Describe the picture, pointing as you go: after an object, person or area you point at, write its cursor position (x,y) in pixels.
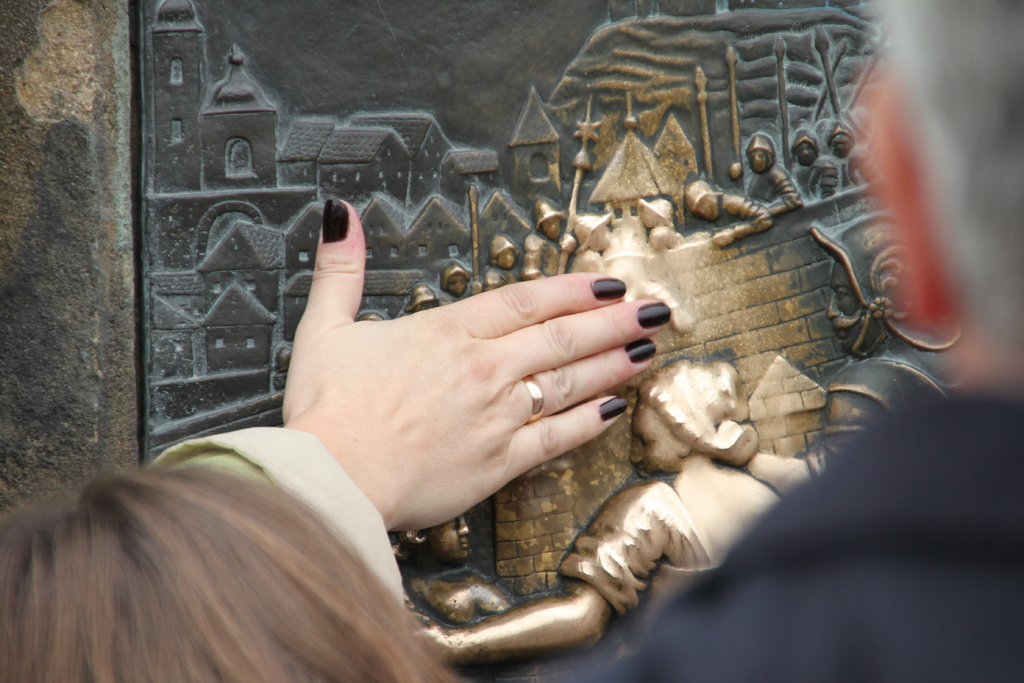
In this image we can see a carving (441,223) on a wall (570,504). We can also see the hand (549,332) of a person (236,567) on it. In the foreground (28,588) we can see two people (15,588).
